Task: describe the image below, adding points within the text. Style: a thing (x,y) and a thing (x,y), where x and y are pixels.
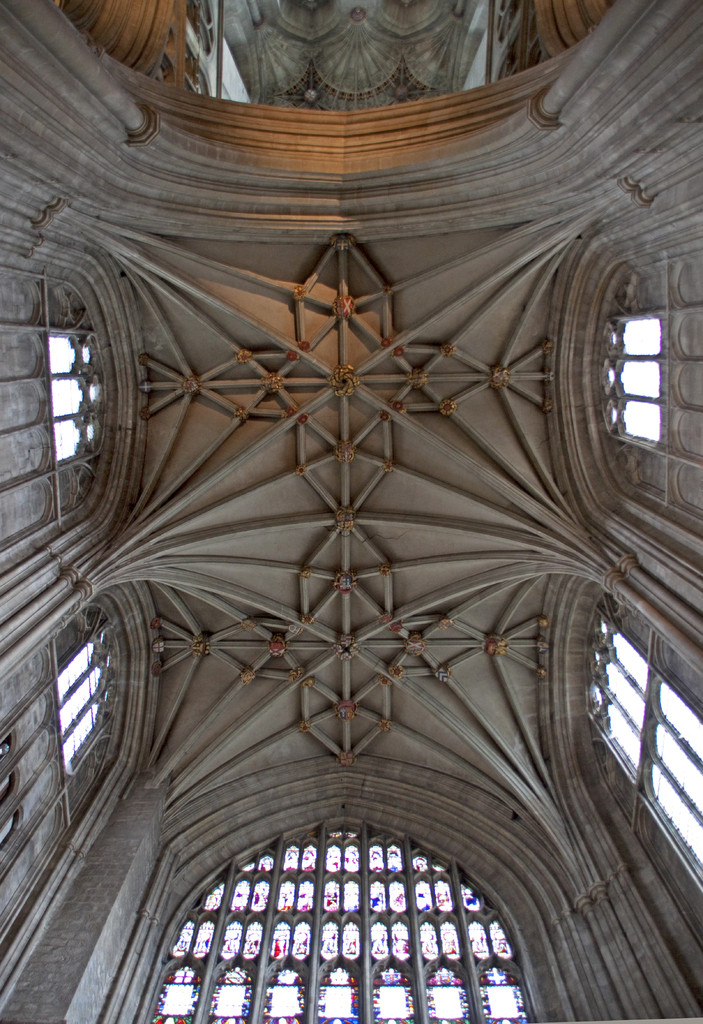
In this image we can see a designed roof (498,618), windows (650,716), and glasses (381,895).
